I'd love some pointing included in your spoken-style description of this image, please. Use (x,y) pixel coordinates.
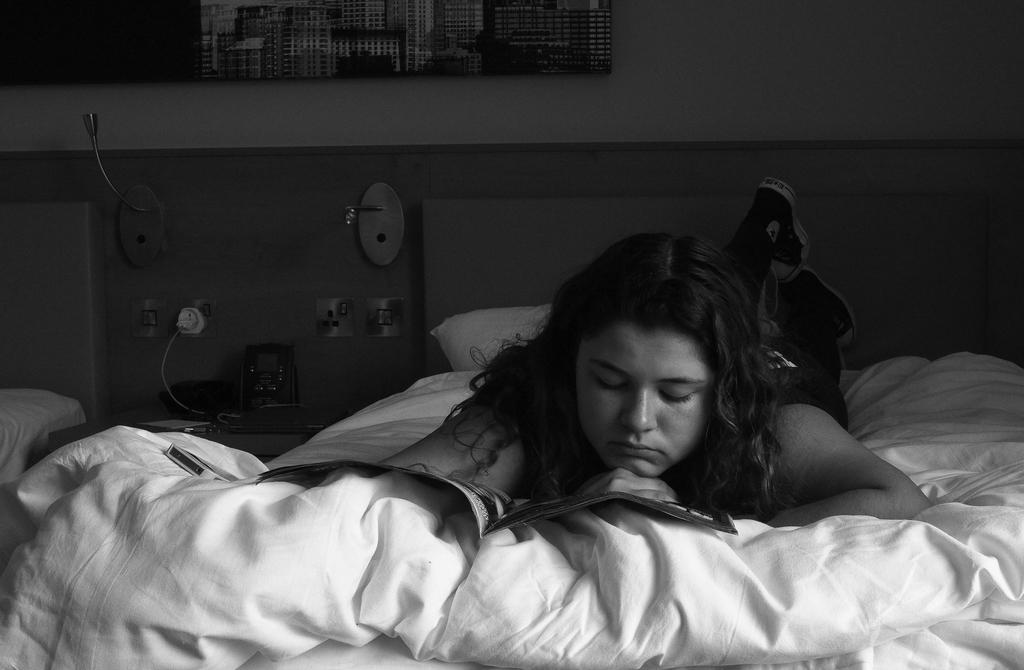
In this image there is a lady person (732,389) lying on the bed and reading some book (495,493). At the background of the image (327,315) there is a charger socket slot (342,316).
